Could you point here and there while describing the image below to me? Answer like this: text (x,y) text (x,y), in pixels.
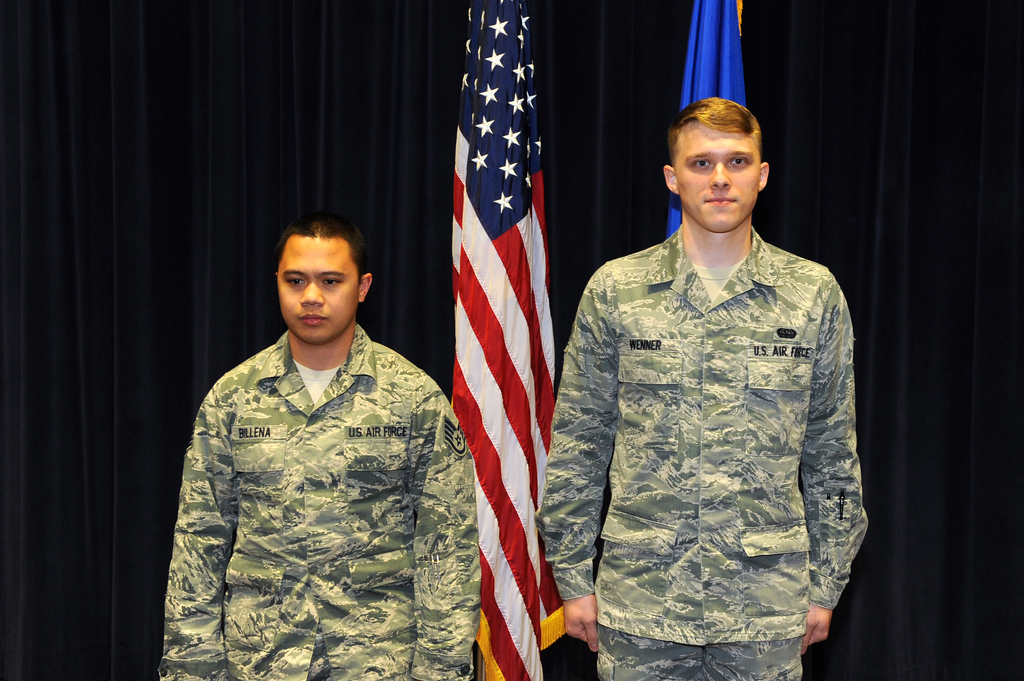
In this image we can see two persons (756,473). Behind the persons (756,473) there are two flags (509,440). In the background of the image (837,143) there is a black curtain (173,88).
